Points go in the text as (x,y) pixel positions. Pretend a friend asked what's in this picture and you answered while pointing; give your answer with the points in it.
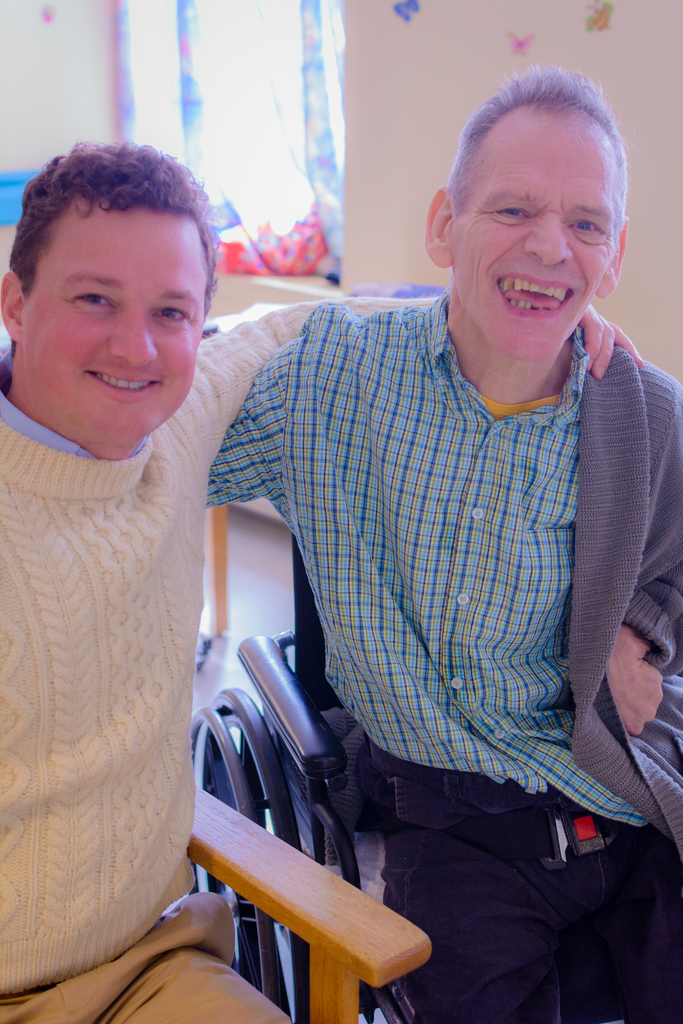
In this image I can see there are two men (281,499) who are sitting on a chair (197,804) and smiling.
